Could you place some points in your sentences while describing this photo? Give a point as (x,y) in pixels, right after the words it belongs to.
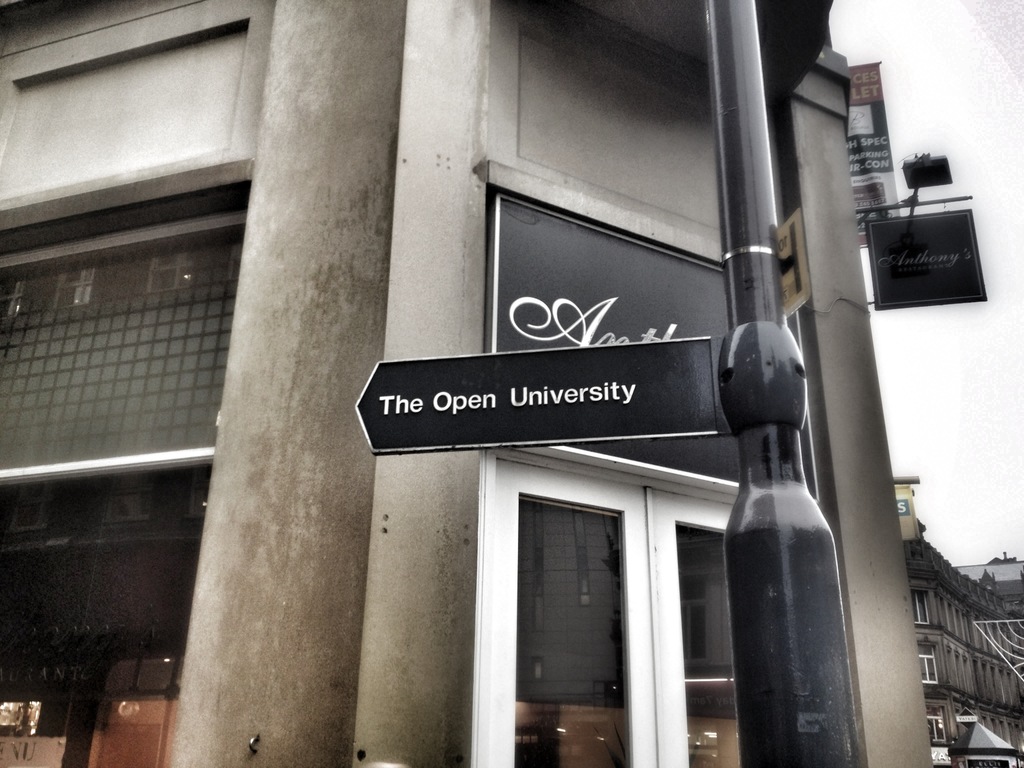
In front of the picture, we see a black color board (606,417). We see a board (466,394) in black color with text (412,411) written as "The Open university". Beside that, we see a pole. Behind that, we see a building (472,81) in grey color. It has the windows (166,372) and the glass door (543,569). In the middle (542,315), we see a board (496,196) in black color with some text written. On the left side (44,759), we see the objects (140,744) in brown color. On the right side (940,228), we see a board (881,249) in black color with some text (962,257) written. Beside that, we see a banner (865,152). In the right bottom (1014,734), we see the buildings (930,651).
